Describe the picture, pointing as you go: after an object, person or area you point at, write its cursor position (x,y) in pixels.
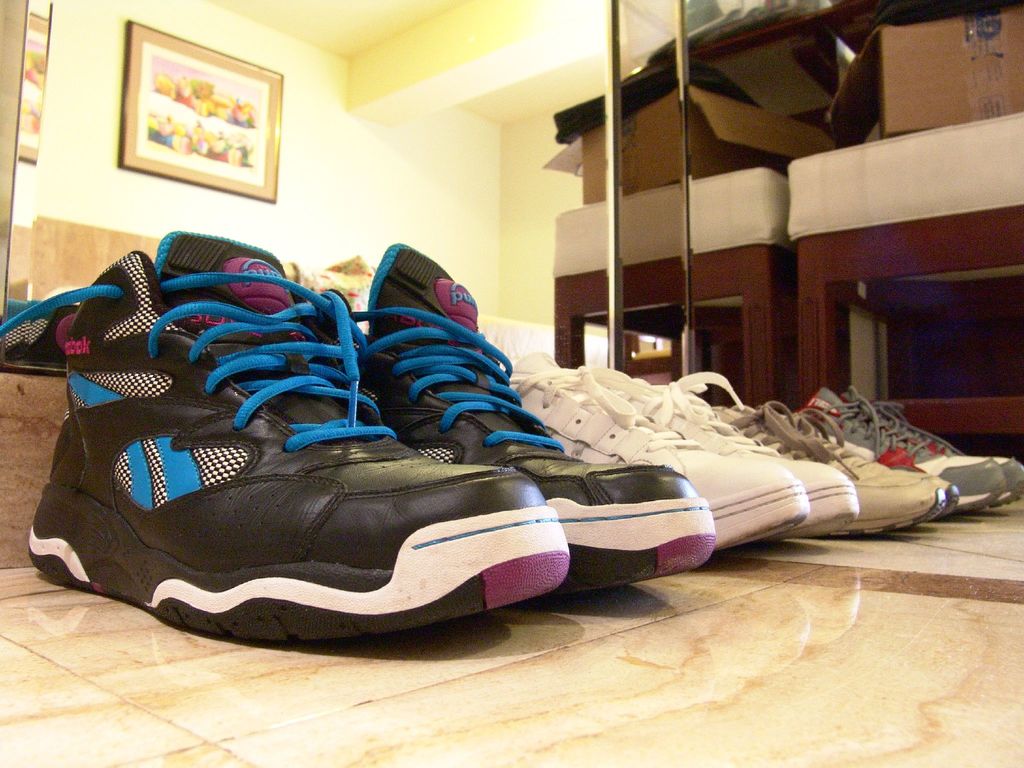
in this image there are shoes (477,454) in the front (790,455). In the background (216,128) there is frame (198,124) on the wall (460,144) and on the right side (787,132) there is an object (933,66) which is brown in colour on the stool (910,183).
